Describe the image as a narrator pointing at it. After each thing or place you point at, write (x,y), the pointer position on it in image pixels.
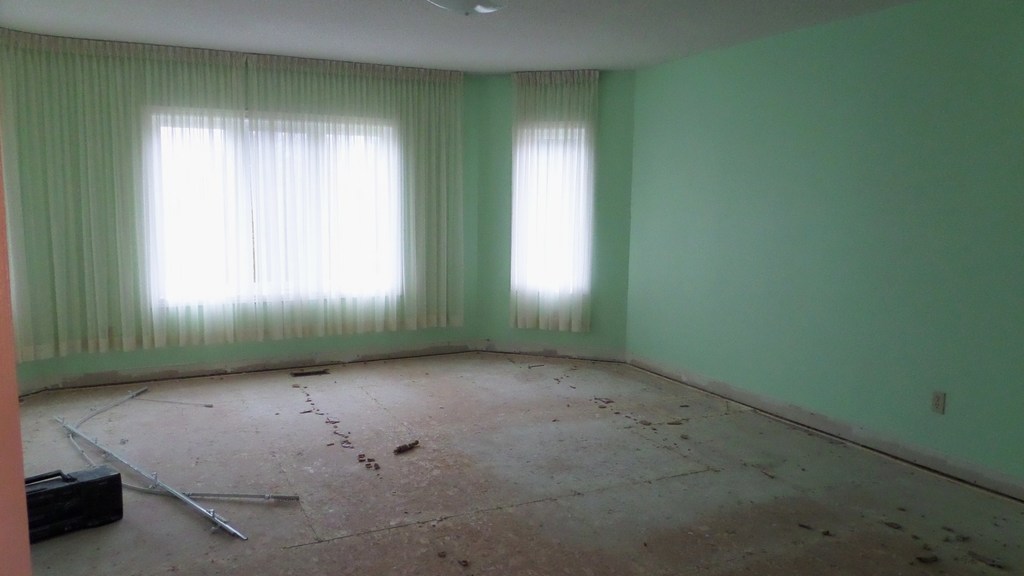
This is an inside view of a room (660,299). At the bottom (115,516) there is a box (111,479) and a metal object (141,475) placed on the floor (627,519). On the right side (819,194) there is a wall (799,242). In the background (451,253) there are two white color curtains (428,242) to the windows (556,195).
